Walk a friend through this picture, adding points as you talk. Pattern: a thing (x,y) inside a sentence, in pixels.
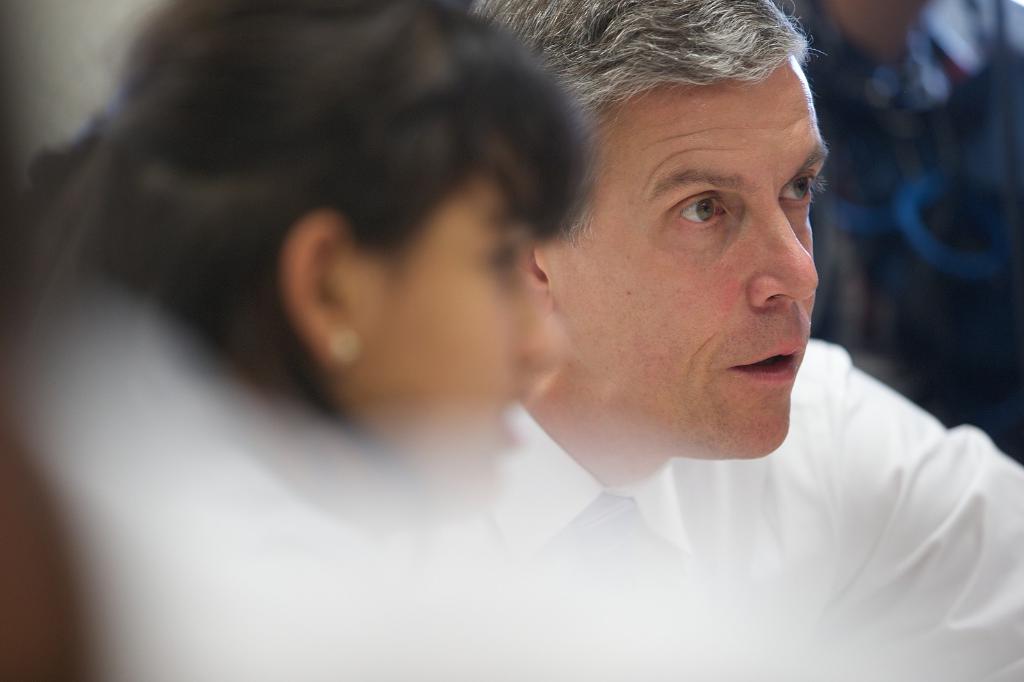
In this picture we can see a man (664,453) and a woman (379,455) looking at something, this man (678,385) wore a white color shirt (790,510).
